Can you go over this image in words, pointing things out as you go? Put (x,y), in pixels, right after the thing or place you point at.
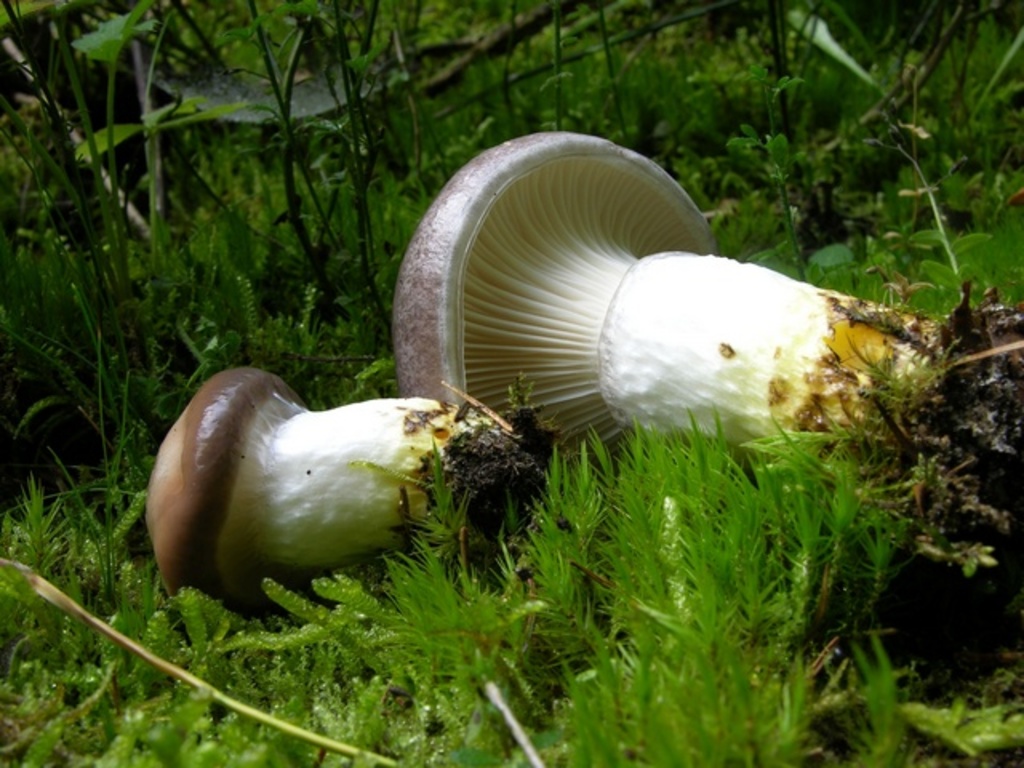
In this image I can see in the middle (364,506) there are two mushrooms (360,458) in white color, at the back side (395,99) there are plants (395,86).
